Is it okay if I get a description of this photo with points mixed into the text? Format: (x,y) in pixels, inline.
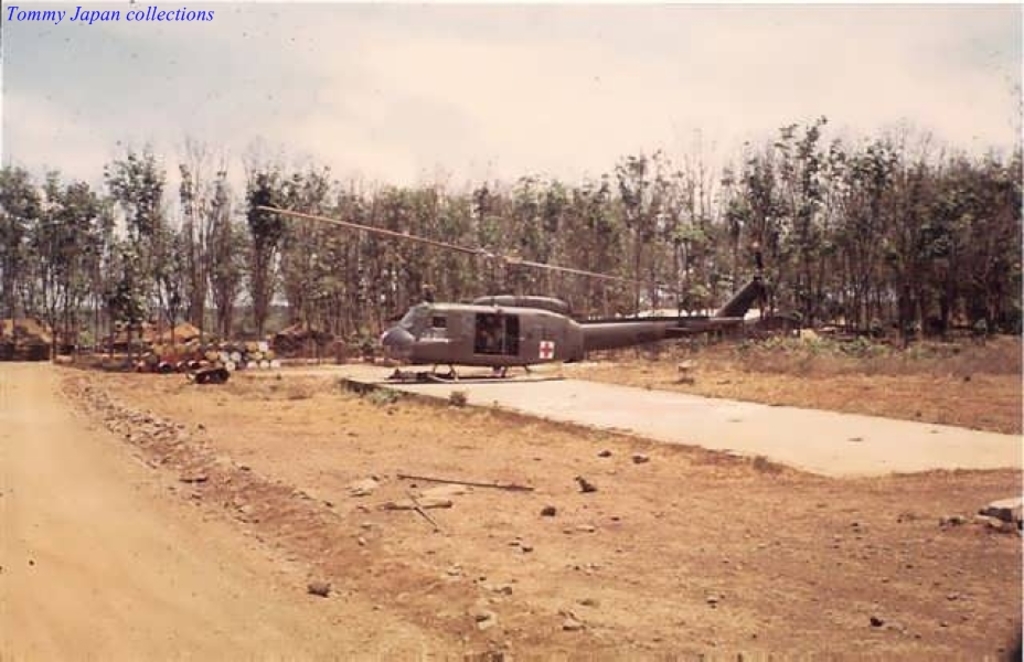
In this picture we can see a helicopter (468,319) on the ground (665,479), trees (392,280) and in the background (288,88) we can see the sky (354,127) with clouds (329,99).
